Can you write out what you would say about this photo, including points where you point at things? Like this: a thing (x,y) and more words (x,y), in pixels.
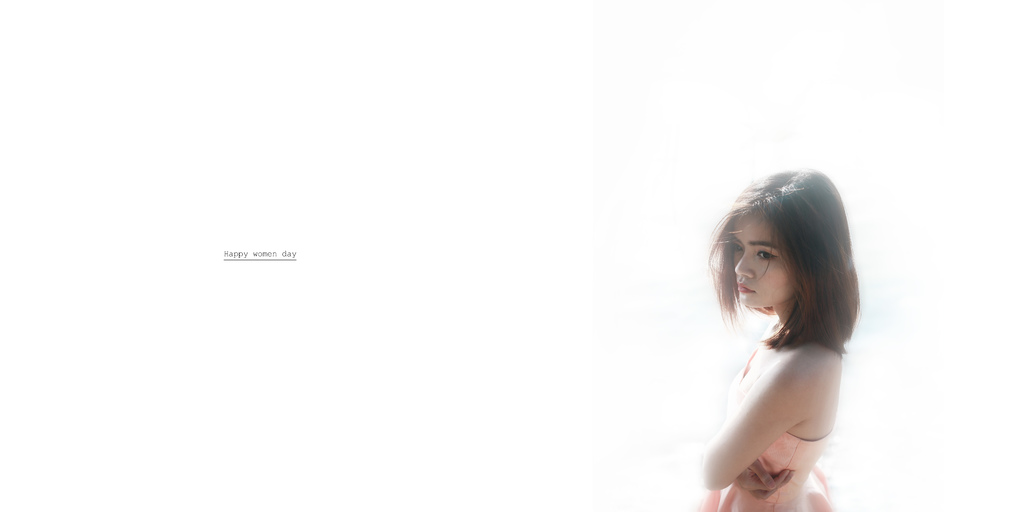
In the image there is a woman (797,300) she is standing on the right side (722,425) and there is some text (238,260) mentioned on the left side (250,250).
